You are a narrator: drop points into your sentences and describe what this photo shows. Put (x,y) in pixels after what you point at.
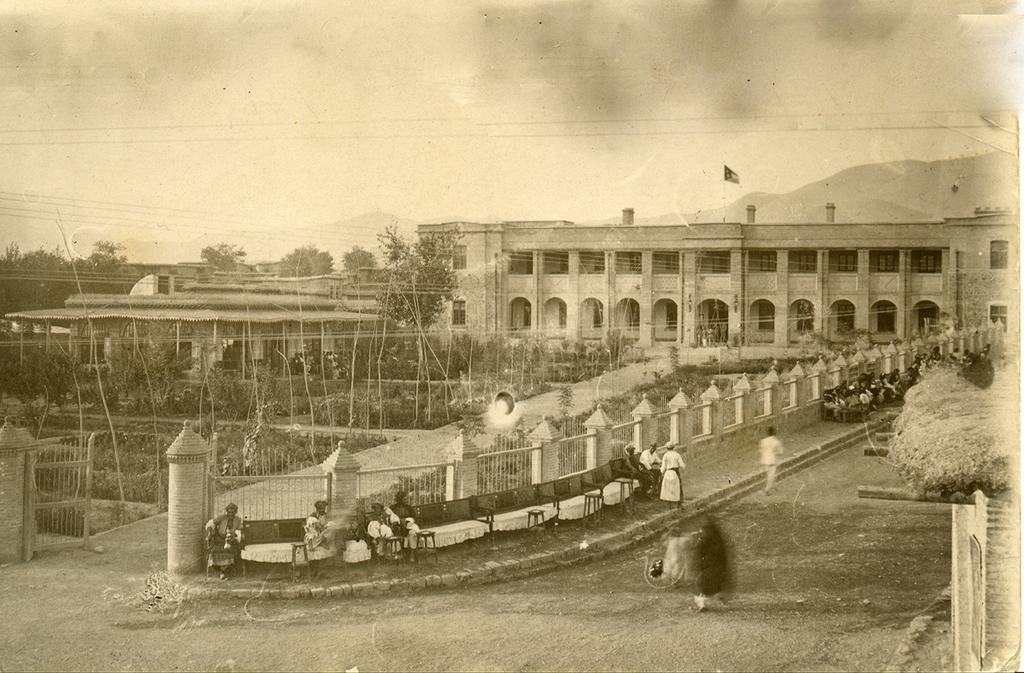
In this image I see a building (485,239) and there are lot of plants (26,352) and trees (385,328) and I see few people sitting on the chair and standing on the path (876,474). In the background (19,79) I see the sky (1001,137).
